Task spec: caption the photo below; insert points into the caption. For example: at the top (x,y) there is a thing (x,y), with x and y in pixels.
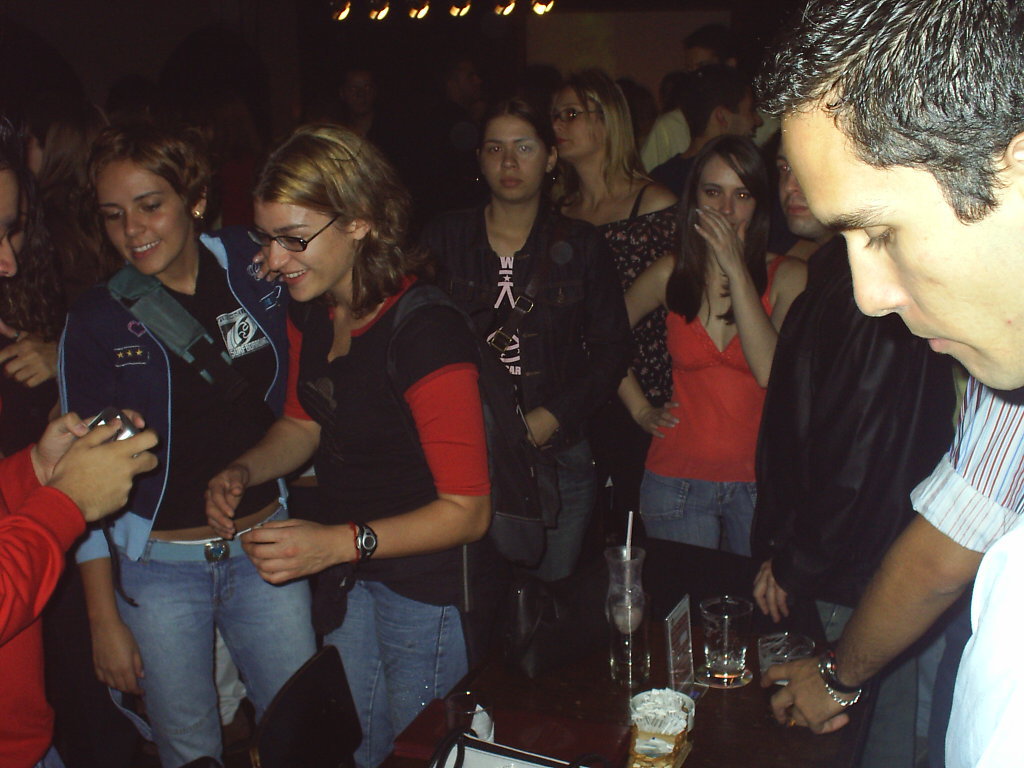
In this picture there is a girl (348,170) who is wearing spectacle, t-shirt (367,487), watch (367,546) and jeans (412,641). she is looking to the camera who is holding by man (103,478). On the right (983,733) there is a man (936,212) who is standing near to the table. Here we can see group of persons (811,267). On the table (534,741) we can see wine glass (632,615), poster (681,685) and other object (495,764). On the top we can see lights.
